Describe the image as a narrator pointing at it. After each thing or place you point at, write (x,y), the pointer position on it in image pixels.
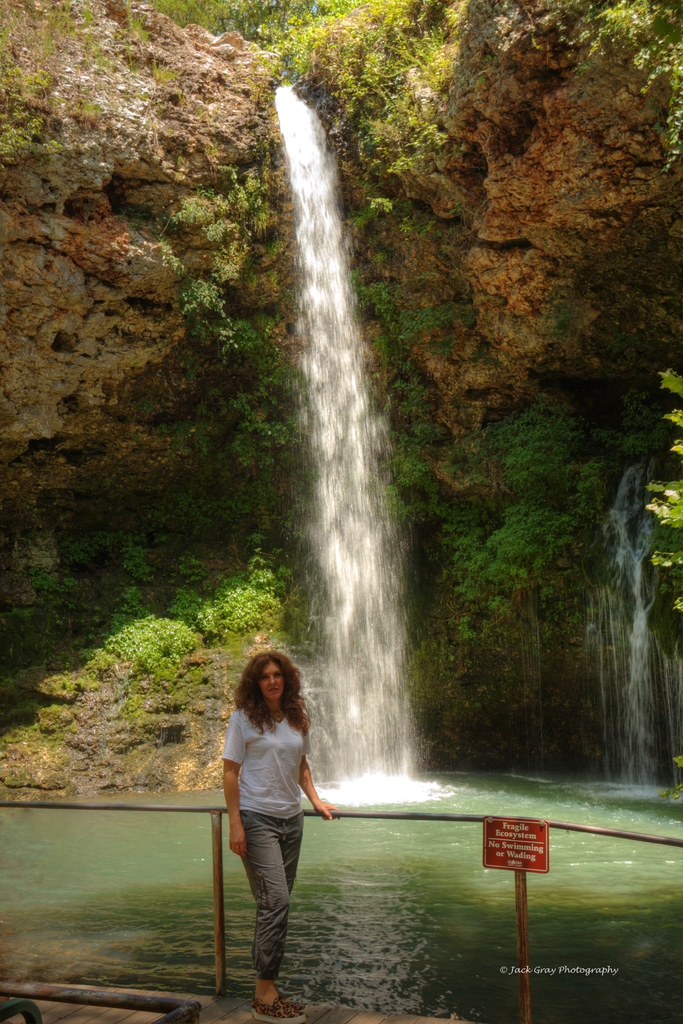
In this image there is a woman (231,802) standing on the floor (244,1020) by holding the rod (343,816). In the background (347,343) there is a waterfall (347,299). On the right side (514,868) there is a board (510,858) attached to the pole (520,889).
